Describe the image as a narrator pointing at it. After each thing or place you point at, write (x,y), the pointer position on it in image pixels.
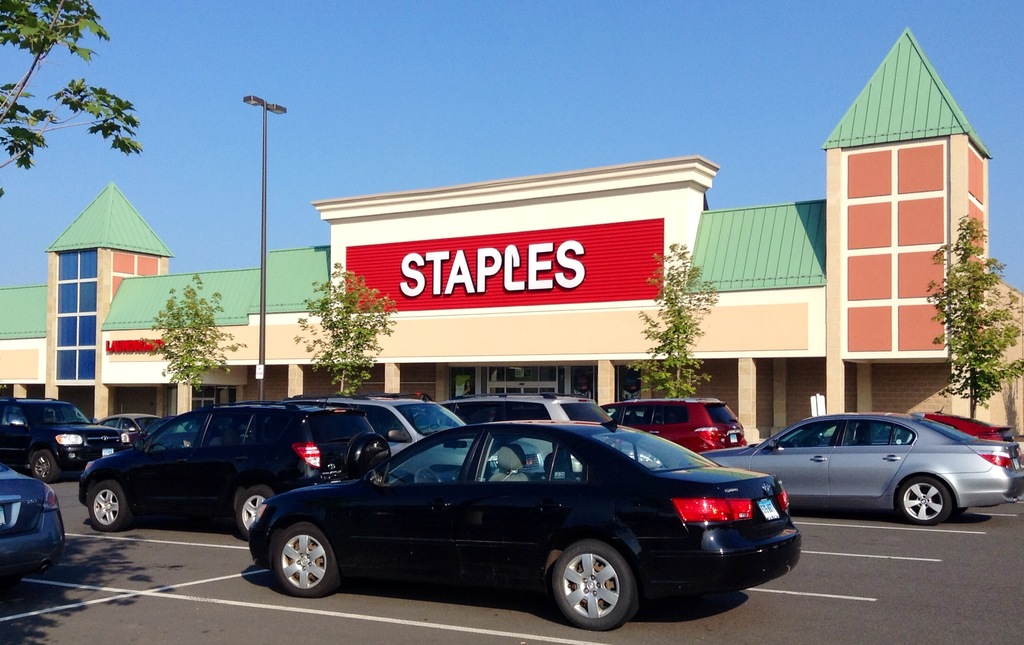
In this picture we can see cars (709,587) and other vehicles (27,441) on the road (827,585). In the background (594,339) we can see the building (642,288), street lights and plants (645,375). At the top (590,76) there is a sky (674,35). In the top left corner (70,92) there is a tree (77,37).
